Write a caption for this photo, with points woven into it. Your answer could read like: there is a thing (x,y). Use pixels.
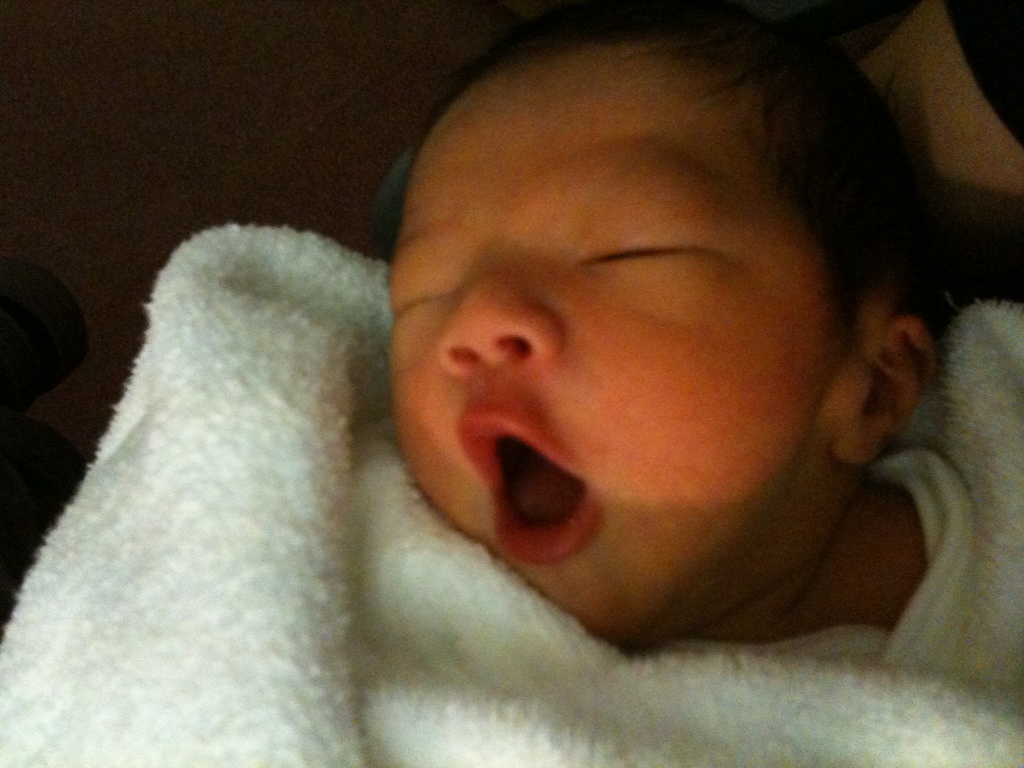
In this image I can see the baby (437,248) is sleeping. On the baby (439,116) I can see the white color blanket (535,677).
